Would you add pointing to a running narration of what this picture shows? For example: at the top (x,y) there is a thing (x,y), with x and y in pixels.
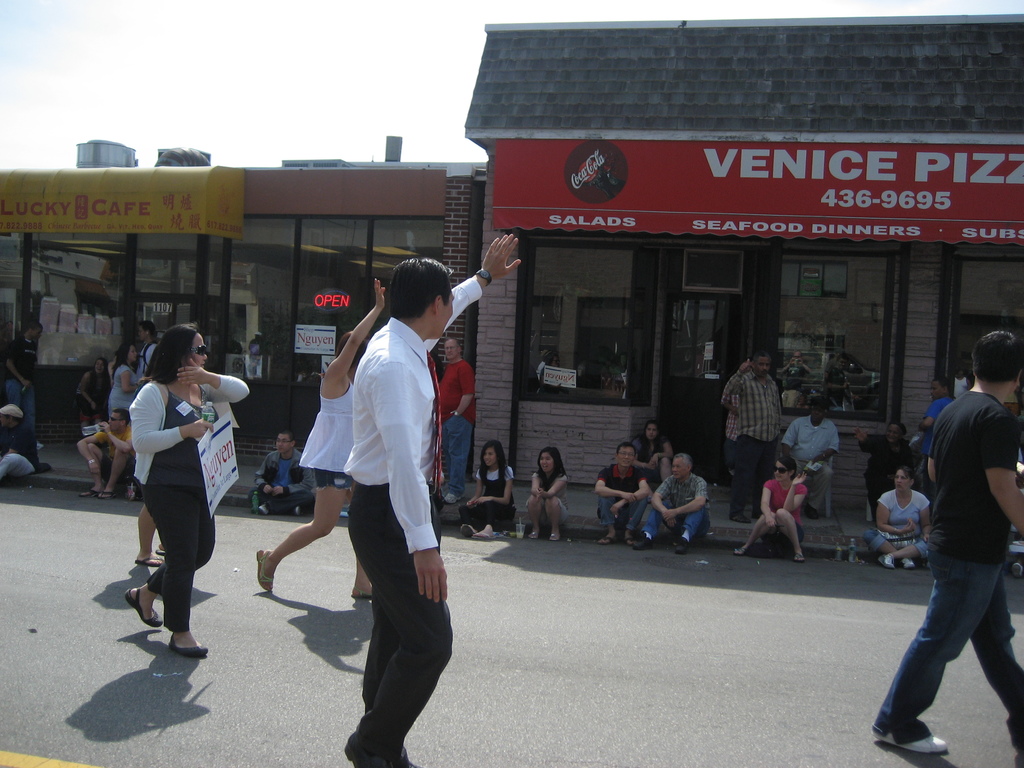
There is a person (391,466) in white color shirt (408,415), showing hand (507,247) to the persons (919,495) who are sitting on the footpath (525,484) and who are standing on the footpath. In the background (965,200), there are hoardings (151,200) attached to the buildings (890,77) and there are clouds (142,53) in the sky (294,28).
